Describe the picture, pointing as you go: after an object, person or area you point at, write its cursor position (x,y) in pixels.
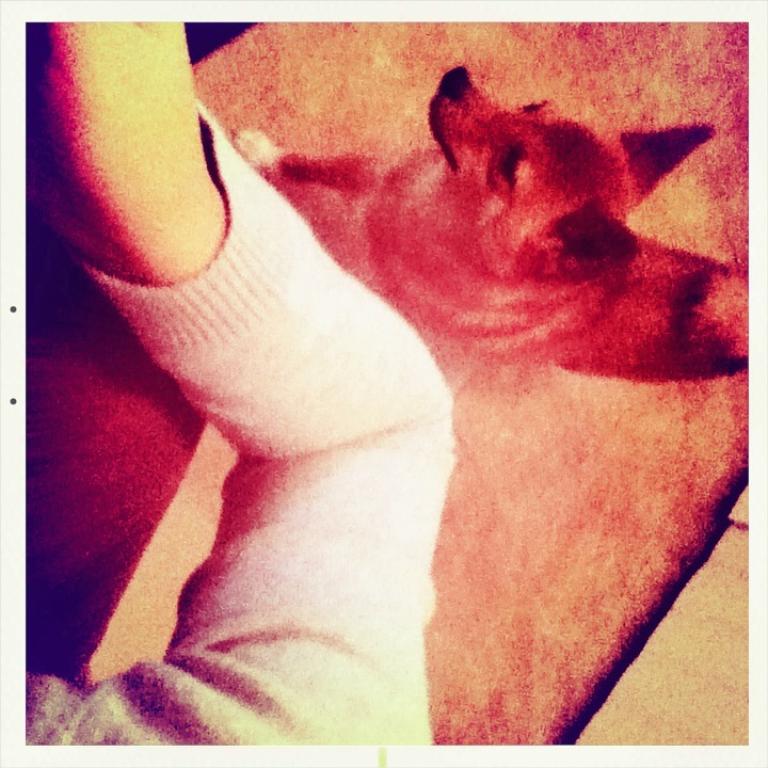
In this image I can see a dog (541,200). In the left side (172,239) I can see a leg (209,243) with white sock (350,591).
